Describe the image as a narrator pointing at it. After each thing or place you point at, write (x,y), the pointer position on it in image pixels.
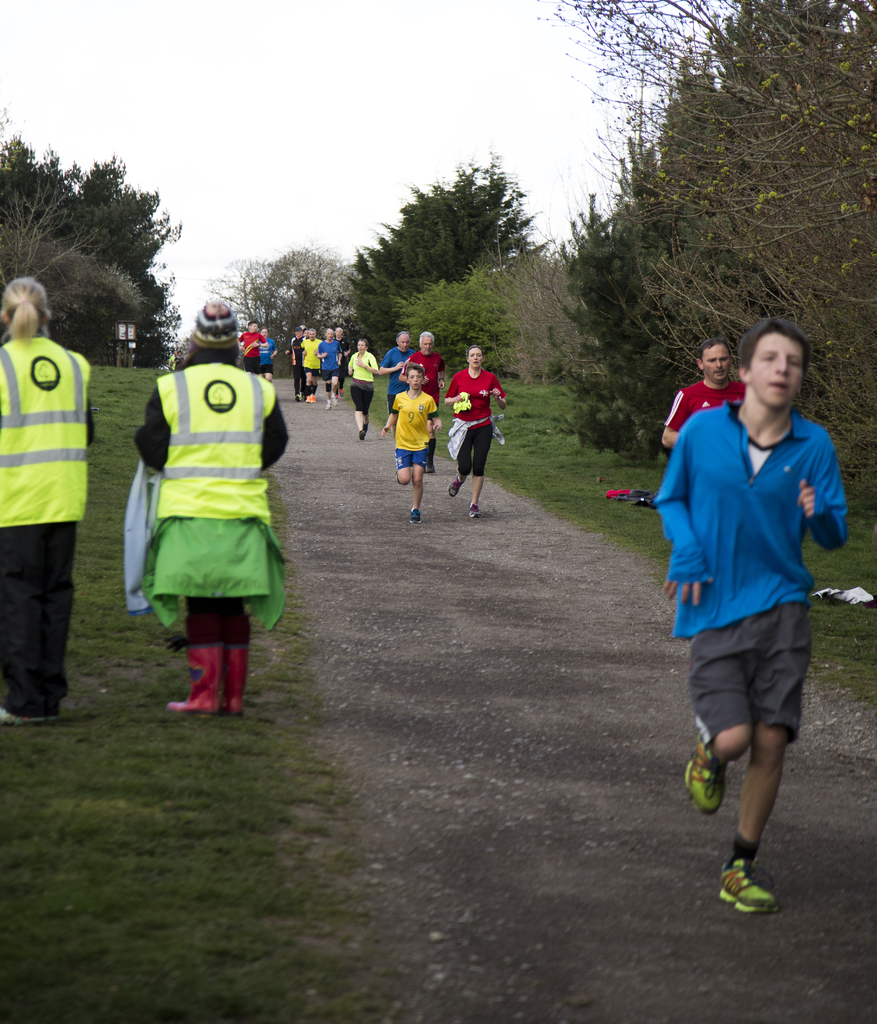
In this image I can see group of people (19,482), some are standing and some are running, and they are wearing multi color dresses (475,378). Background (65,205) I can see trees (575,381) in green color and the sky (317,103) is in white color.
